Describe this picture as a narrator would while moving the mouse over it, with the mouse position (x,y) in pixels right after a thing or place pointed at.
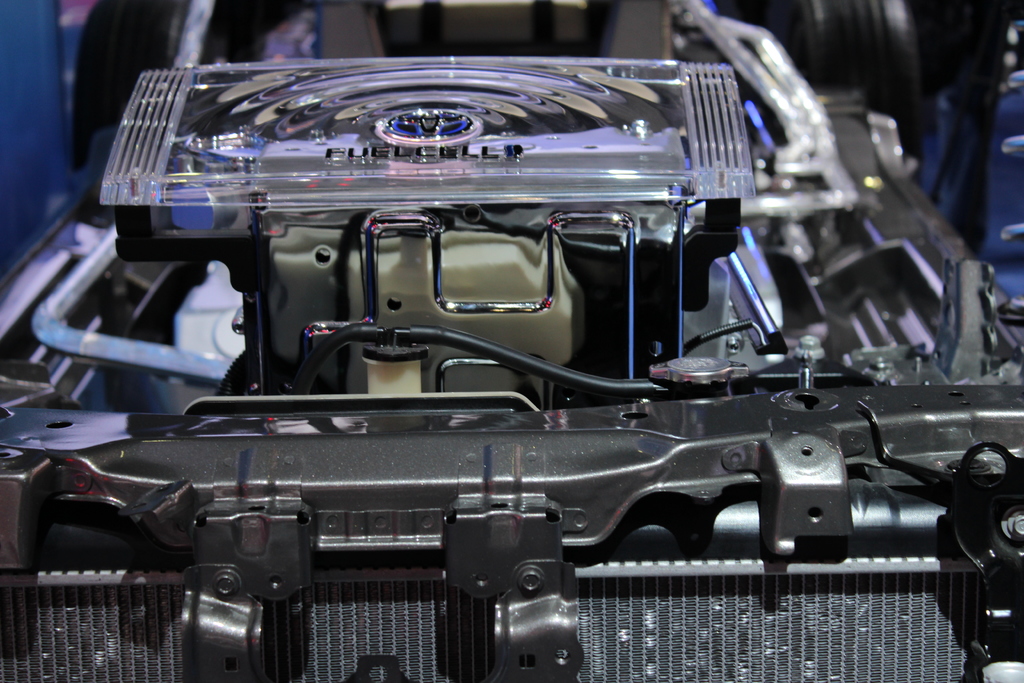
In the picture we can see a part of the vehicle engine (421,231) with wires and top of it we can see a glass fuel cell (358,85).
